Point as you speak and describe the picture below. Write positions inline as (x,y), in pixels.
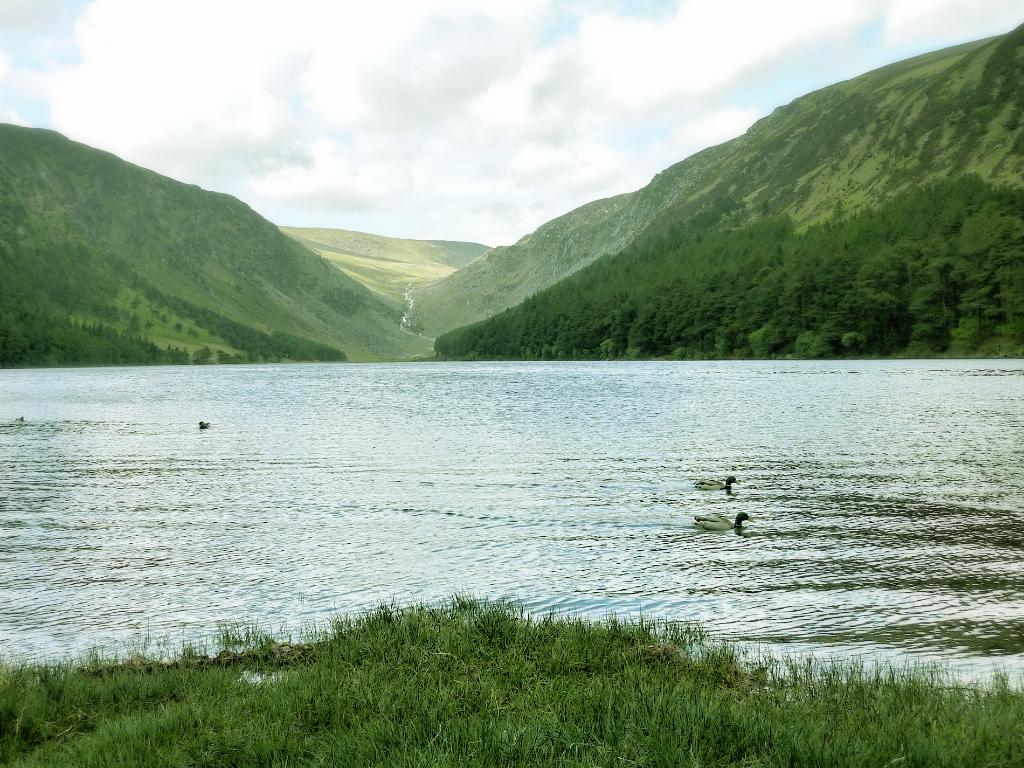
In this picture I can see ducks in the water (565,380), there is grass (479,634), there are trees (965,336), hills (34,197), and in the background (510,149) there is the sky (489,81).
